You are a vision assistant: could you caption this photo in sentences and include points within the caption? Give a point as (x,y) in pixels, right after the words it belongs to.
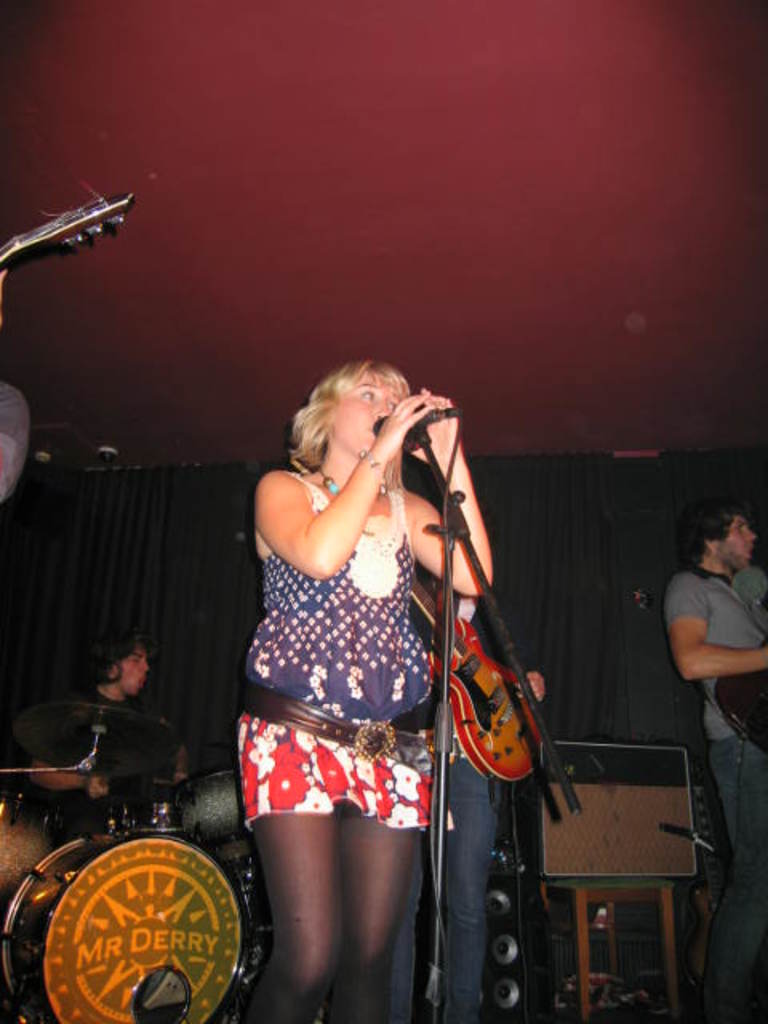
In this image I can see five people (343,570). One person (381,555) is standing in-front of the mic (423,435). At the back of that person (371,468) there is a person (131,694) playing the drum set (128,827).
